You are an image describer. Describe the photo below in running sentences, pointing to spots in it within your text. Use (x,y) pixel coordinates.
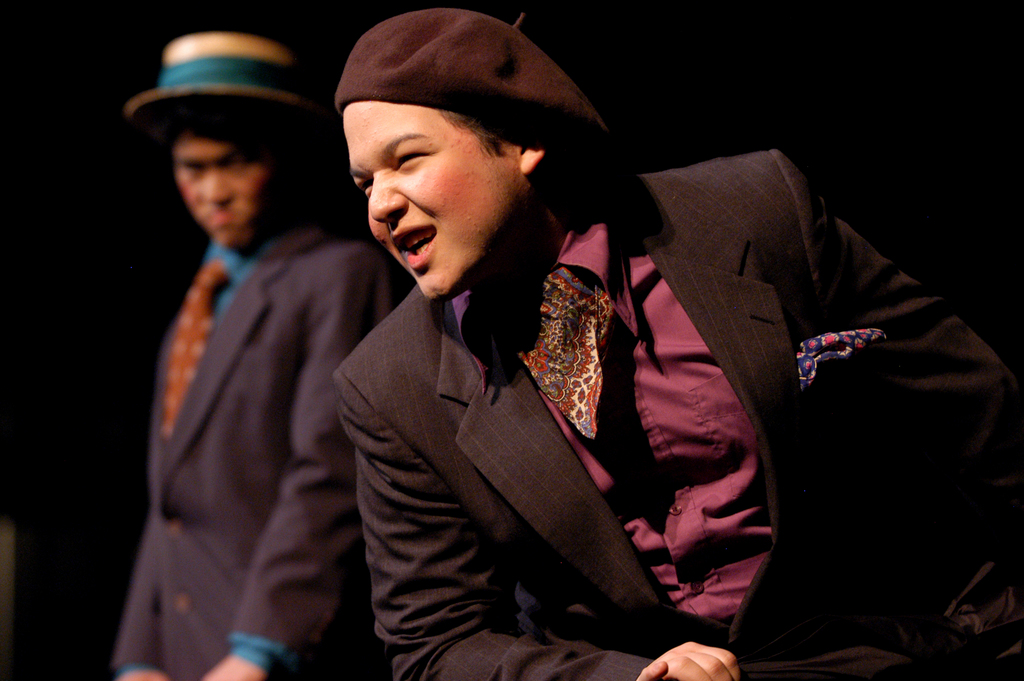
In this image, we can see two people (311,461) in a suit (369,475). They are wearing cap (397,63) and hat (275,71). Here a person (430,228) is smiling and seeing on left side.
